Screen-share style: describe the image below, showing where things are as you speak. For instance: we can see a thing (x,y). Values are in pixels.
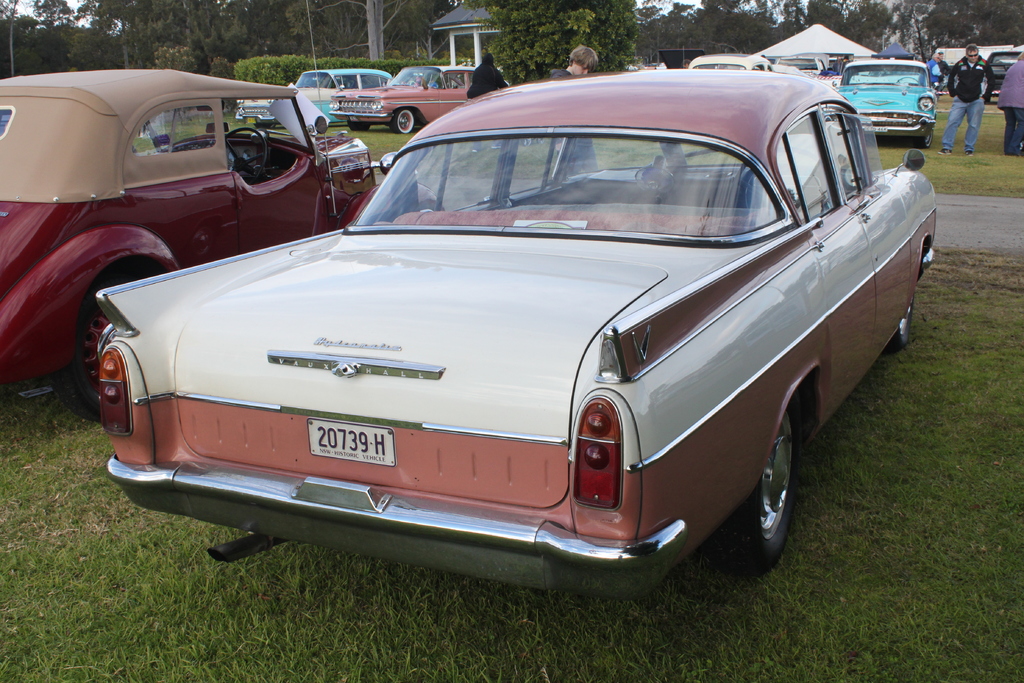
In this picture we can see some vehicles (402,130) parked on the grass (396,148) and some are standing. Behind the people (978,73) there is a stall (799,53), trees (686,35) and the sky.
